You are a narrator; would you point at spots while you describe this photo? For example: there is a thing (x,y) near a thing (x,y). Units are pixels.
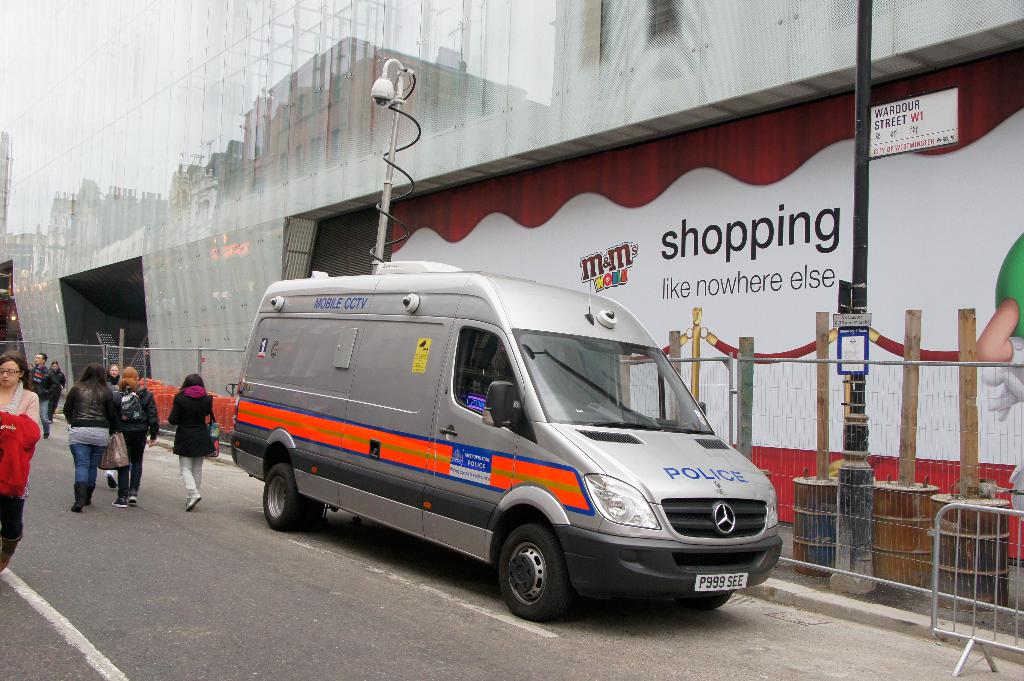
This is a van (511,498), which is parked. I can see few people (80,396) walking. This looks like a building (335,64) with the glass doors (263,86). I think this is the hoarding (807,229). This looks like a pole (859,274). I can see the fence (808,397). I think these are the iron barriers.
